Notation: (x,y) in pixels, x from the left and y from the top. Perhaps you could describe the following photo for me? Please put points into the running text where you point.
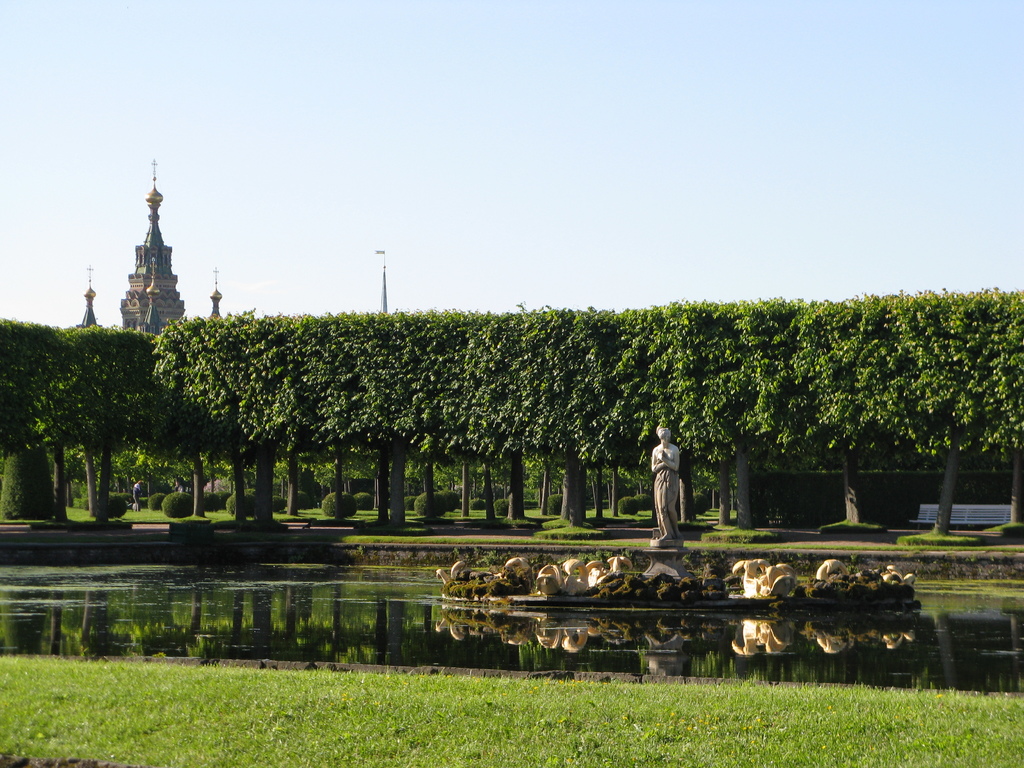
In this image there is a statue (656,486) in a lake (398,595), on the either side of the lake (305,656) there is grass (494,701) on the surface (365,701) and there are trees (199,423), in the background of the image (129,310) there is a building (160,262).
